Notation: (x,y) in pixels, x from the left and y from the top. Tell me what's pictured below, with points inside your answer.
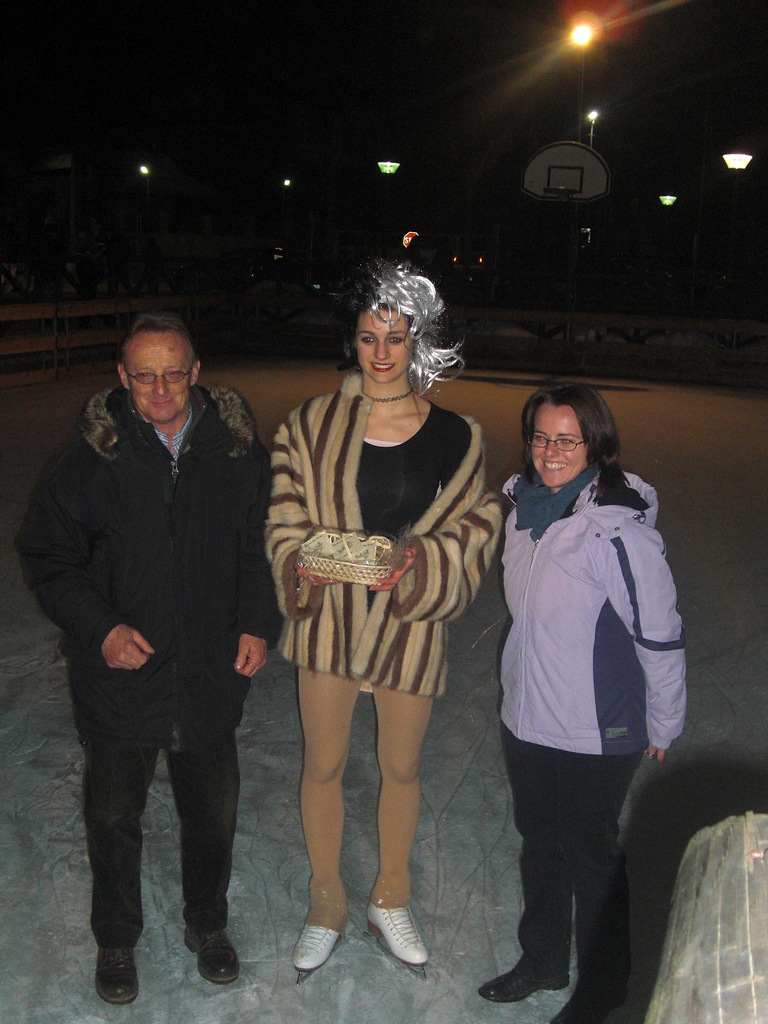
In this image, in the middle (266,497), we can see three people (594,527). On the right corner (756,855), we can see a object (723,1001). In the background (295,236), we can see some lights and black color.
